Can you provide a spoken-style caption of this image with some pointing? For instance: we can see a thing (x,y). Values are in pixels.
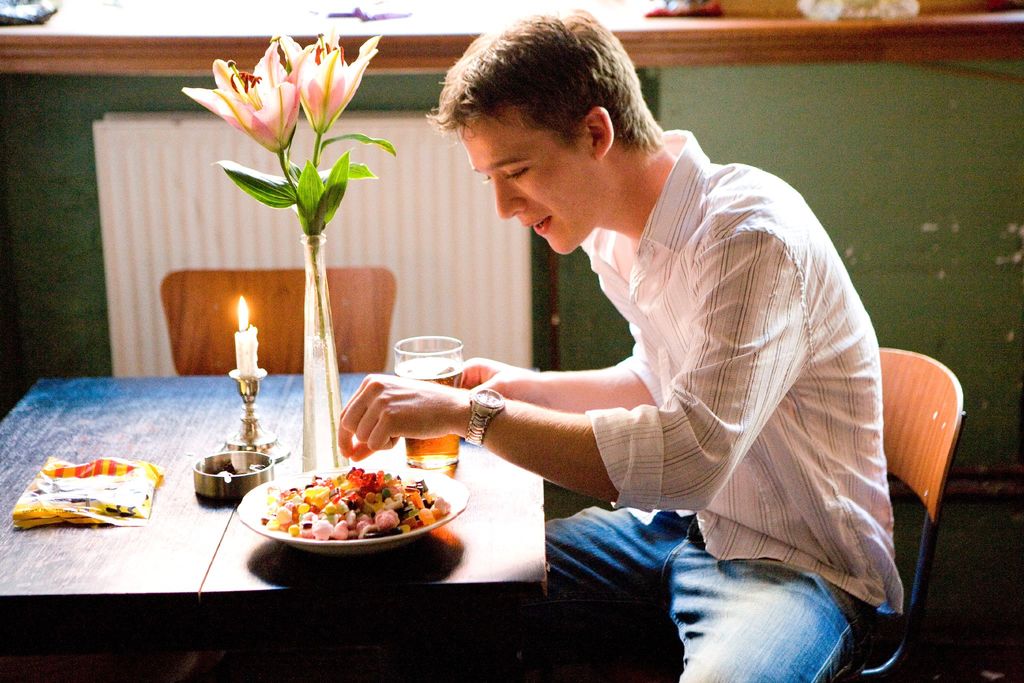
In this Picture we can see a boy (778,499) sitting on the chair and eating candies (324,501) with a beer glass (440,372) holding in his hand (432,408). On the table (355,518) we can see a flower pot (333,460) and candle (240,305), Background (130,268) we can see another wooden chair (348,293) and radiator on the green color wall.
